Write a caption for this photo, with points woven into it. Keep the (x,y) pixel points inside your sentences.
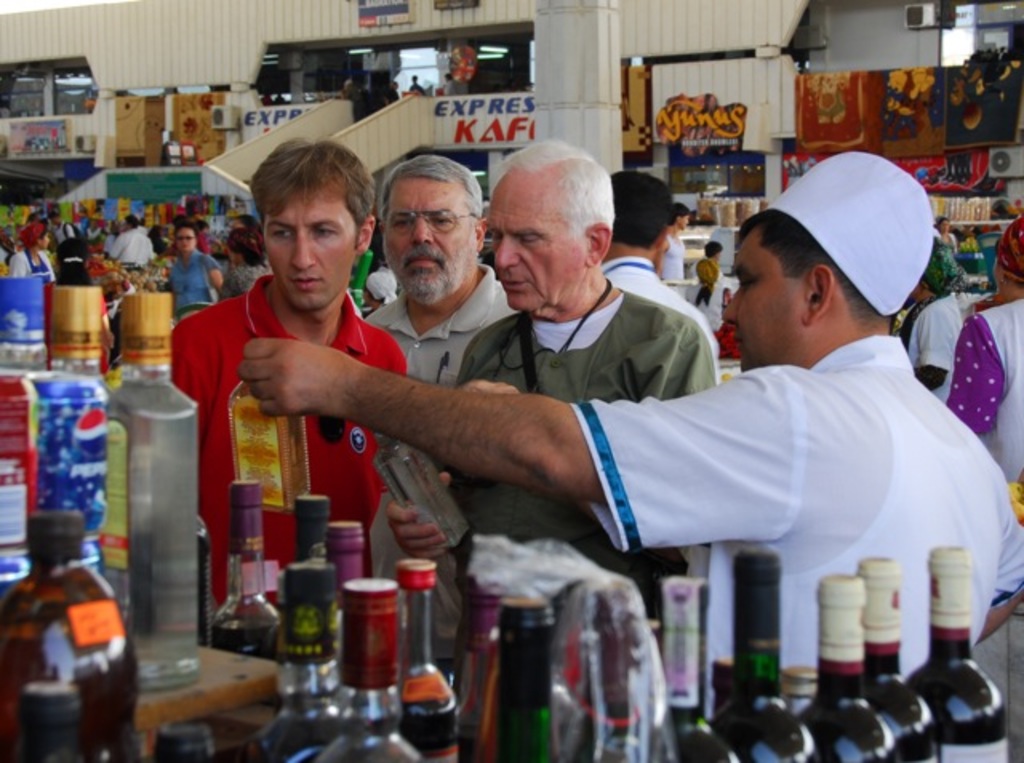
In this image I can see a market (535,714) with a crowd of people (133,222) and I can see four people (440,162) standing in the center of the image (513,276) I can see bottles (332,552) at the bottom of the image (397,656).
